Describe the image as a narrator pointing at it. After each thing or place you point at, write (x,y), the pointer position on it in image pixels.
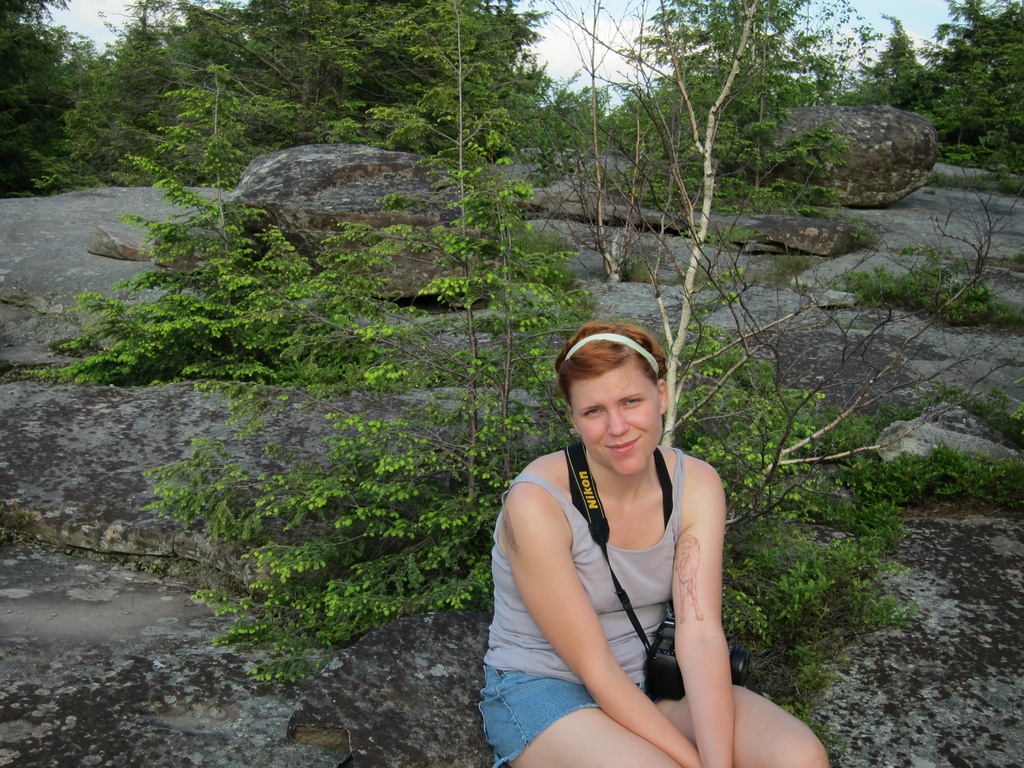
In this image in front (613,637) there is a person (535,611) sitting on the rock (407,671) and she is wearing a camera (669,639). Behind her there are trees (477,168), rocks (69,247). In the background of the image (605,5) there is sky (647,26).
